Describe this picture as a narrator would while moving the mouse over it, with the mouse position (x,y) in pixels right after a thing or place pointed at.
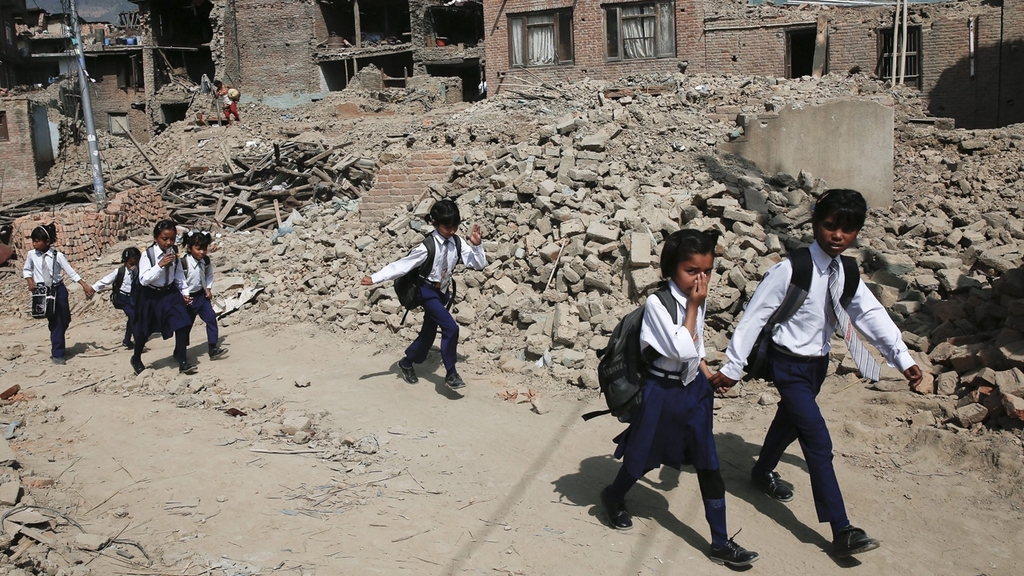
In this image we can see children (149,324) wearing uniforms (182,314) and walking. In the background (495,129) there are buildings (391,55), bricks (518,160), poles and logs (255,188).
